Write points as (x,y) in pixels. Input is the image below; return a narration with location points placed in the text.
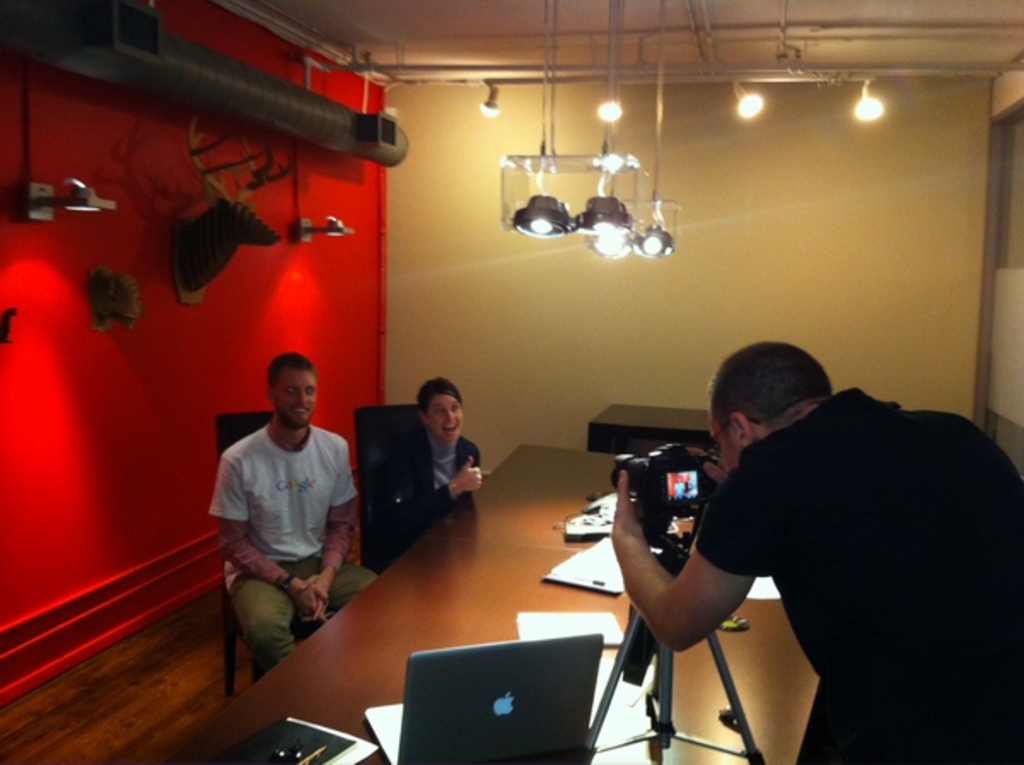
there is a person (736,517) taking photo of other 2 people (432,481) sitting in front of him. on the table (492,601) there is a laptop (499,677), papers (583,564). behind them there is a red wall (97,401).
